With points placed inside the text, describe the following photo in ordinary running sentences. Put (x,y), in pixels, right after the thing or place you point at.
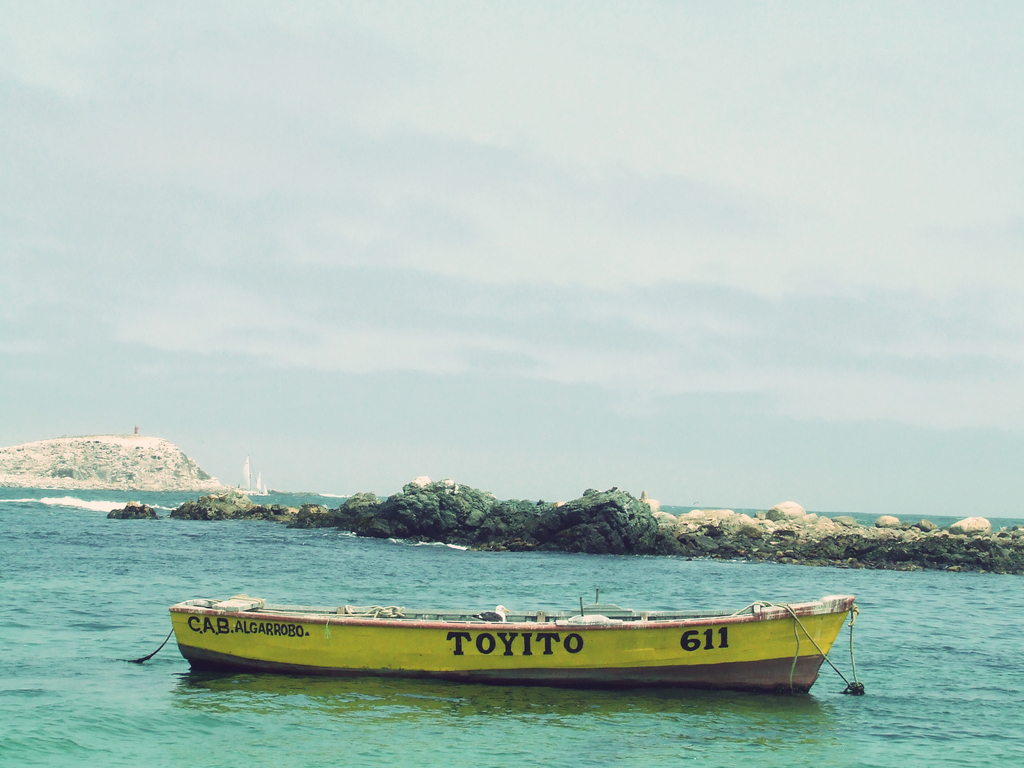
In this image we can see there is a boat (478,638) on the water (461,599). And there are rocks (415,500), mountain (113,451) and the sky (497,270).
